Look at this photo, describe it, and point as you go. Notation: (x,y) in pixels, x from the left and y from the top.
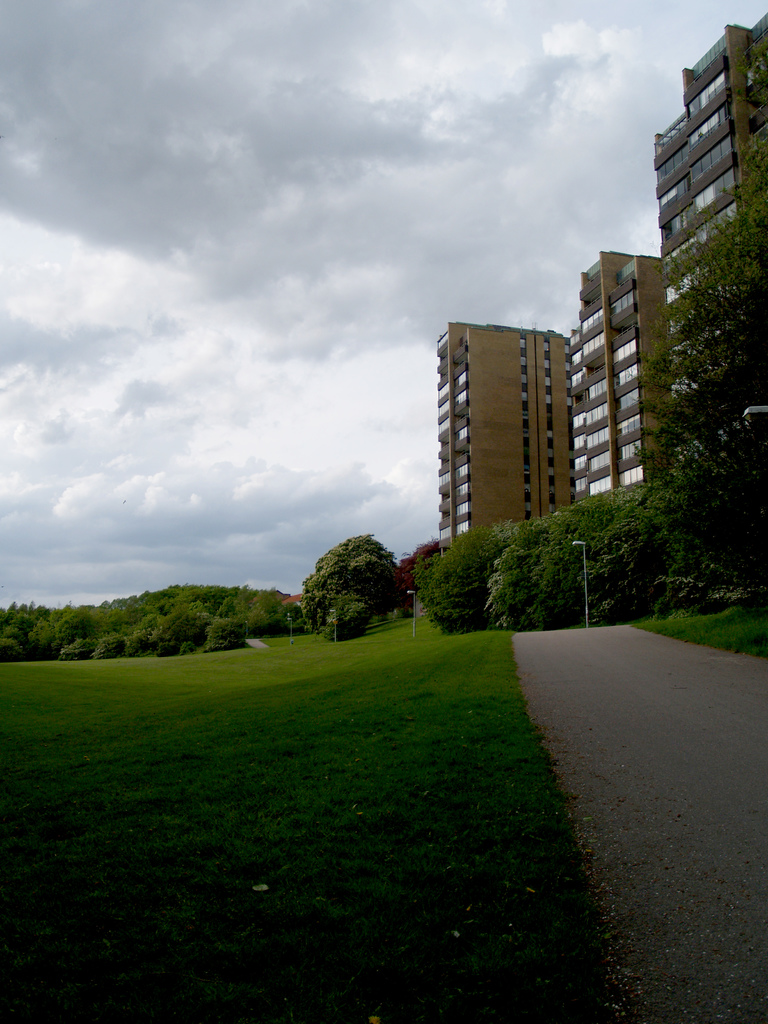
These are the trees (141,612). I can see the street lights (751,410). This is the grass (270,805). These are the buildings (680,243) with glass doors (616,383). I think this is the pathway (643,690). These are the clouds (239,237) in the sky (262,216).
